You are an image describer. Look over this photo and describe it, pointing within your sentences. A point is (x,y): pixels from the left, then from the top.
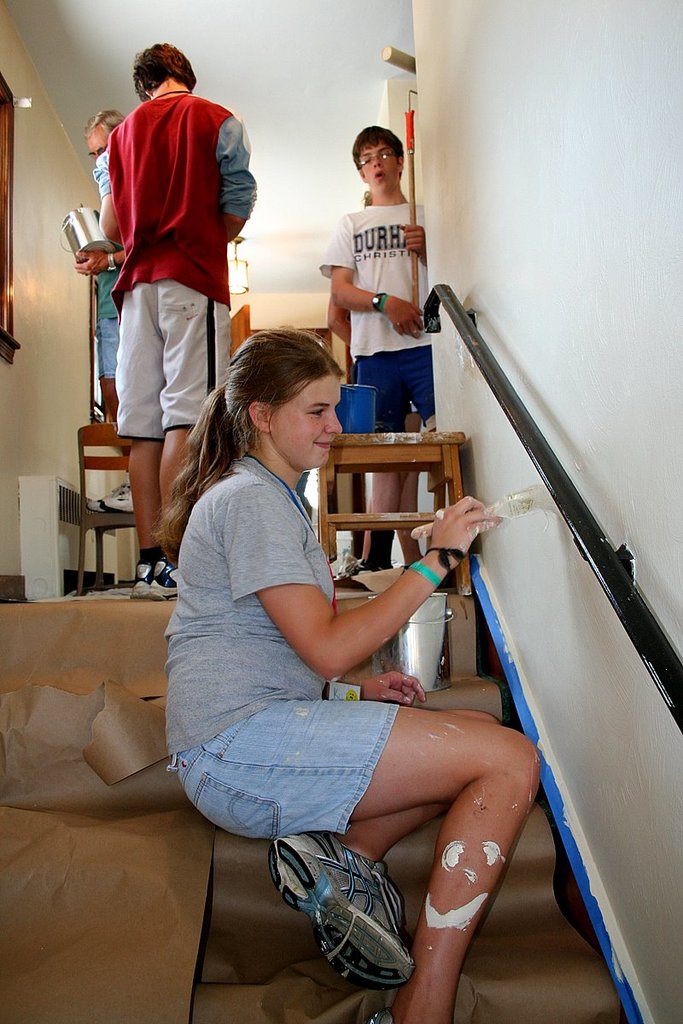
In this image we can see people (182,239) standing and a woman (318,734) is sitting on the stairs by holding a paint brush (424,528) in her hands (476,527). In addition to this we can see radiator (55,535), seating stools (335,456), container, railings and brown paper cover (37,674) on the stairs (5,709).
